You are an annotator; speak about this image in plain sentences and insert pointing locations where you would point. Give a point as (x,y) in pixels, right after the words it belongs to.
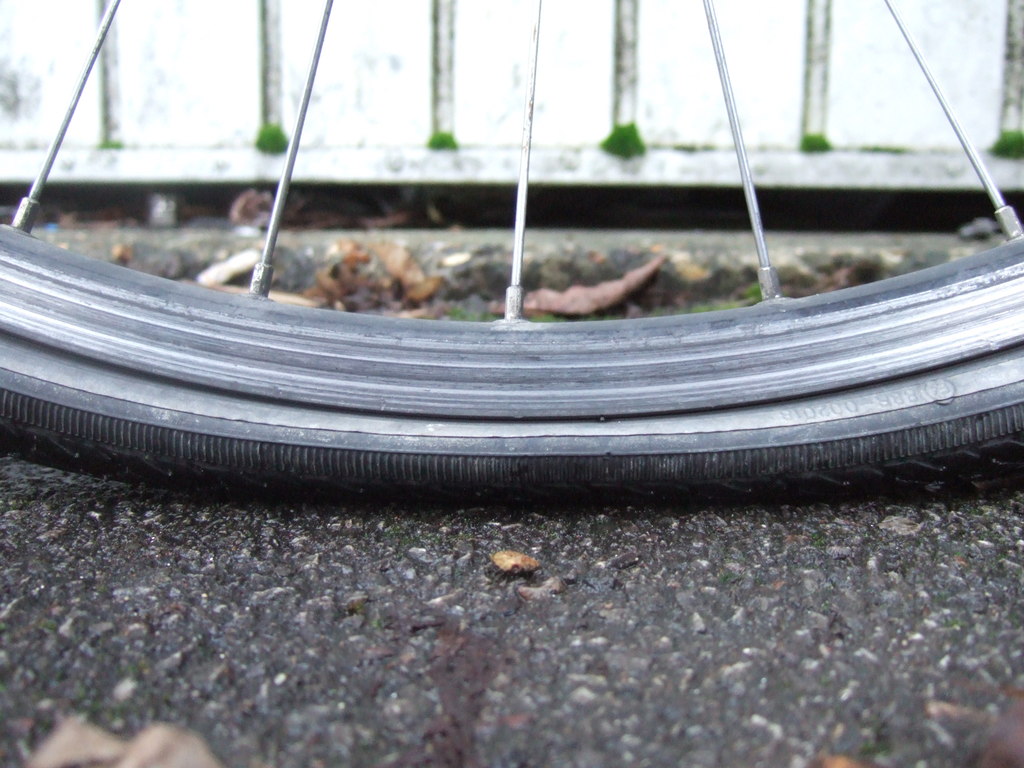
In this picture, we see the wheel (436,361) of the bicycle (321,380). We see the spokes (278,195) of the bicycle (327,23). At the bottom (330,546), we see the road (365,546). Behind the wheel (692,375), we see the dry leaves (427,289). In the background (769,103), we see a white wall (538,161) or a gate (572,169).
